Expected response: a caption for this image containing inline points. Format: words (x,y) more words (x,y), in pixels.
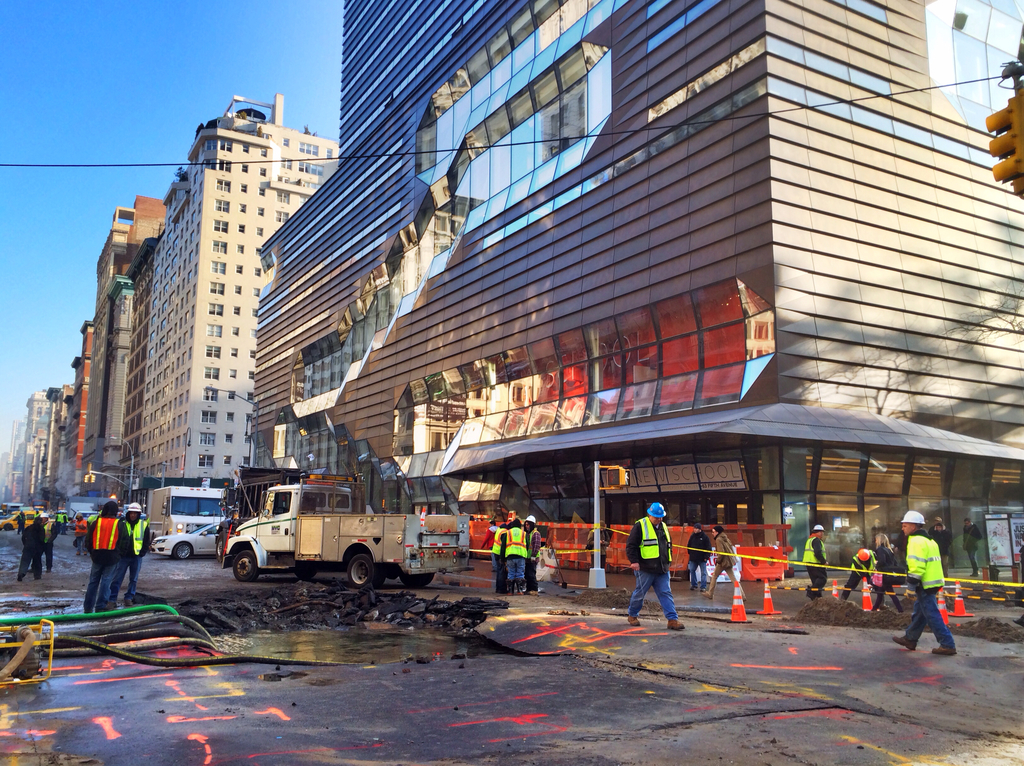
In this image I can see buildings (424,379). There are group of people (668,569), vehicles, cone bar barricades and there is a yellow tape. Also there are pipes (158,662) and there is water (344,648) on the ground (233,676). In the background (119,164) there is sky (141,87).
